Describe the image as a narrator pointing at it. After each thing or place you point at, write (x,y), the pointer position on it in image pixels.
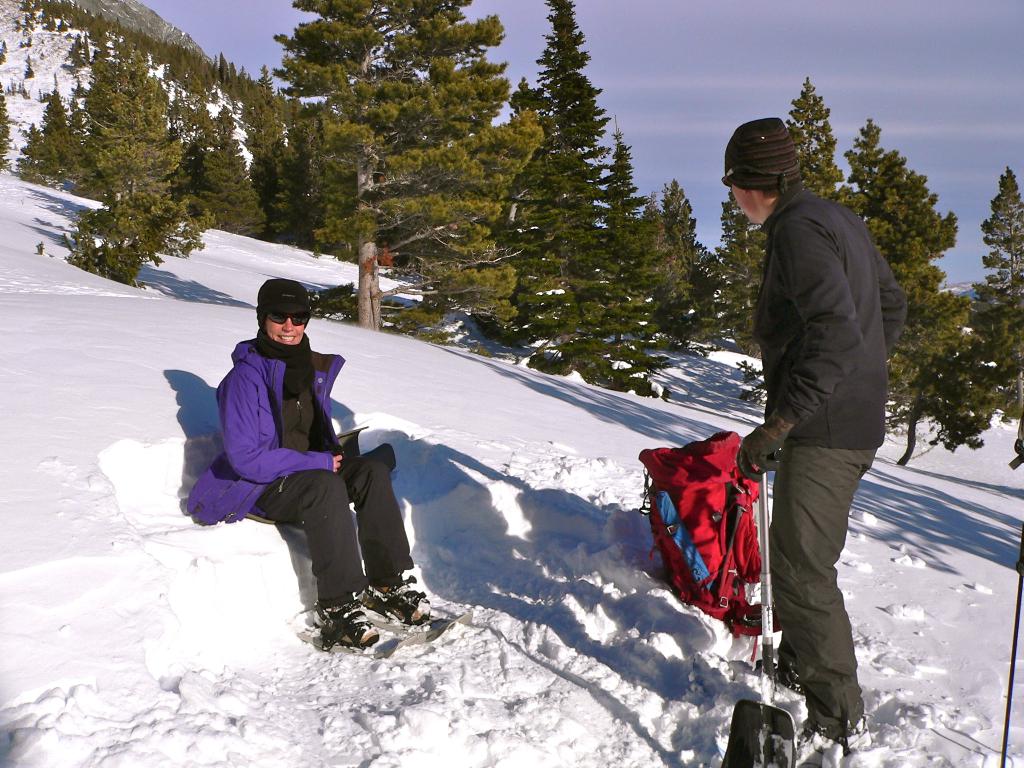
In this image we can see a person (344,471) sitting and standing on the snow (479,465). In the background (356,213) we can see sky (675,84), hills (128,14), trees (245,93) and snow (179,344).
